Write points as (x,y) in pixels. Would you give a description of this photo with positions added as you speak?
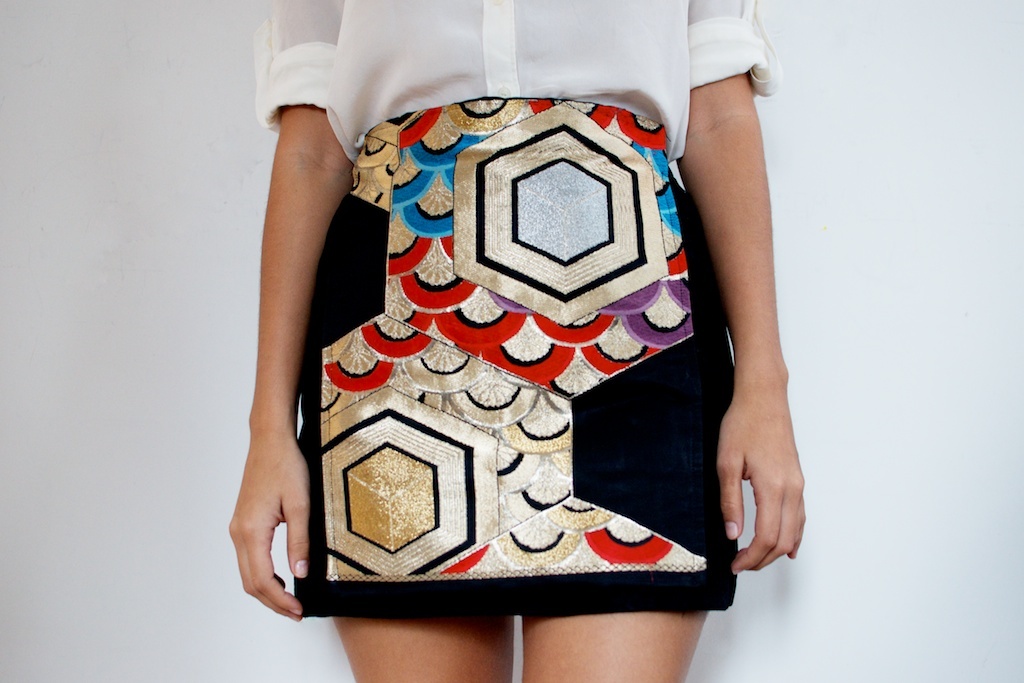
In the center of the image (483,351) we can see a person (408,245) is standing and wearing shirt (484,84) and skirt (483,398). In the background of the image (975,300) we can see the wall (45,630).
